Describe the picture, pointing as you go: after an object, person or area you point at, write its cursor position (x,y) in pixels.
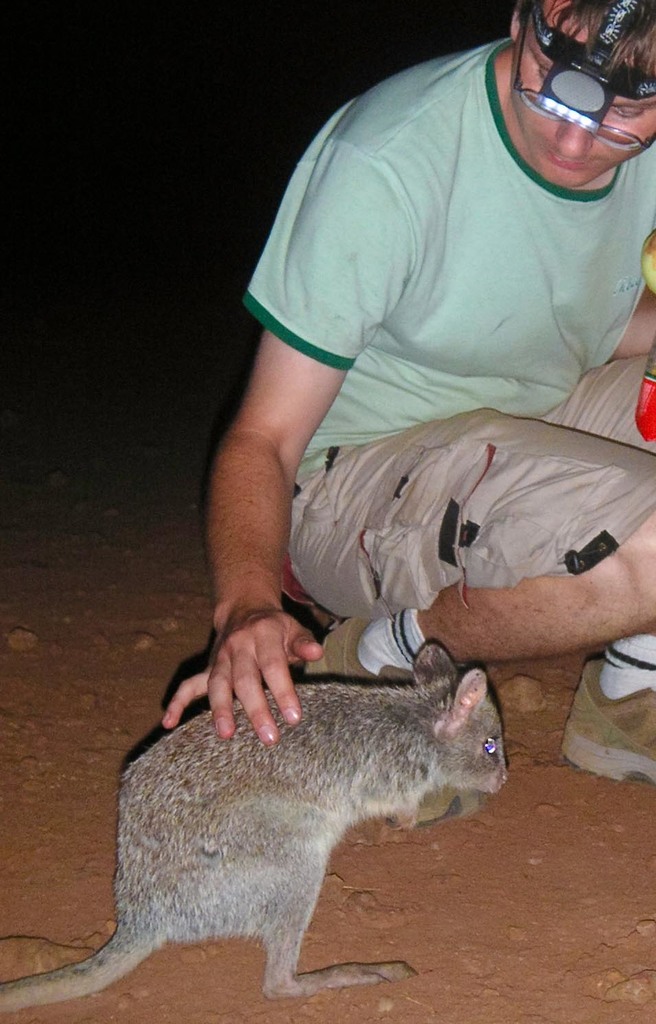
In this picture there is a boy (433,374) who is sitting on the floor (550,752) on the right side of the image (528,450), by placing his hand (266,723) on a small kangaroo (459,788), which is at the bottom side of the image (360,739).
